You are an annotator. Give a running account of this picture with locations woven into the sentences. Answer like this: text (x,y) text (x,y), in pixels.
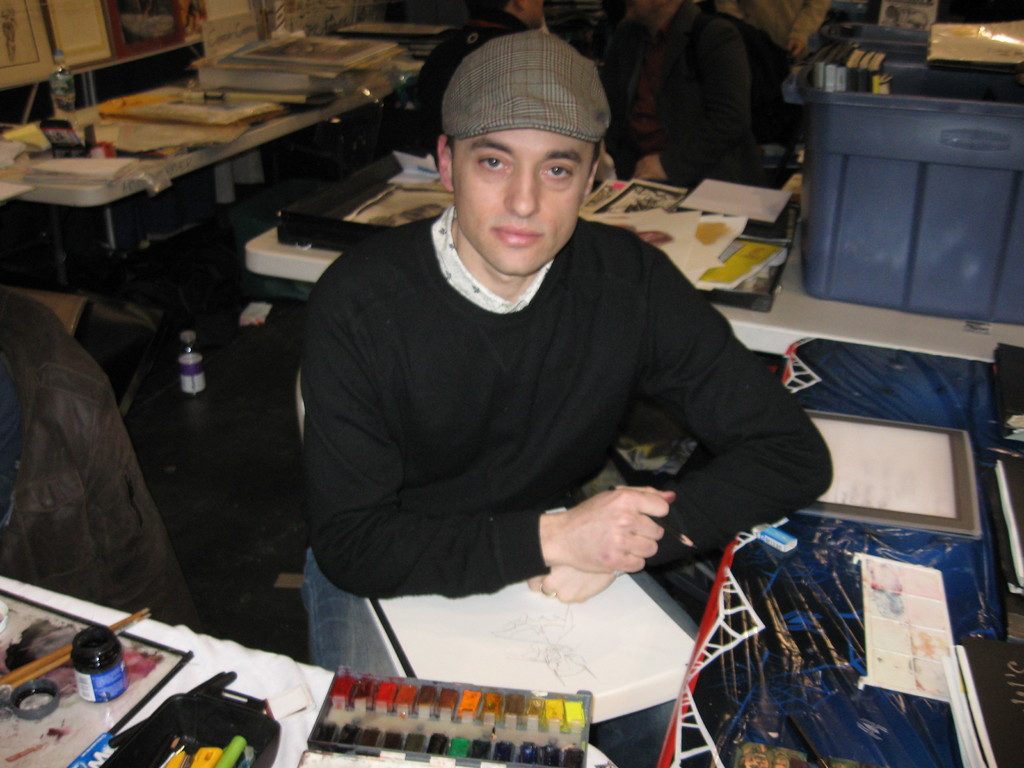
In this picture we can see a man (510,539) sitting in the front (553,579), there are some tables (307,116) here, we can see some papers (675,246) and things (214,729) present on these tables (235,727), we can see bottles (111,679) here, on the right side (912,184) there is a box (939,169), we can see some people (741,94) in the background (671,36), we can also see papers (282,79) in the background (312,53), this man (495,344) wore a cap (504,44).
